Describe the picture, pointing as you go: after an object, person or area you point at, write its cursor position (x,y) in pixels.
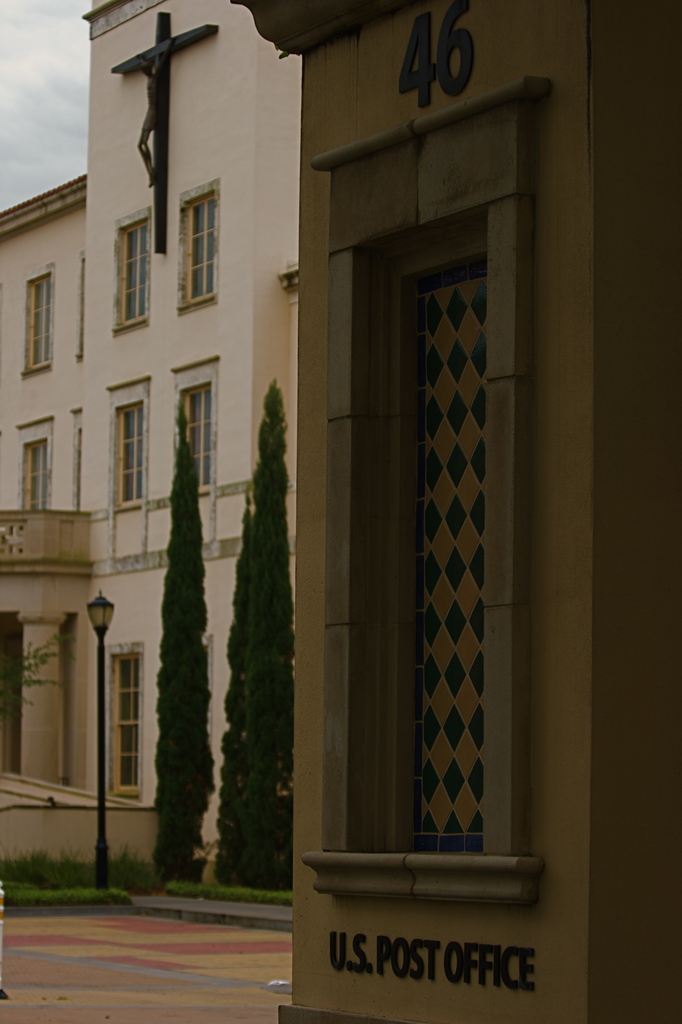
In this picture we can see buildings (143,375), windows (206,268), light pole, trees (187,686) and statue (139,150). Sky (59,113) is cloudy.
